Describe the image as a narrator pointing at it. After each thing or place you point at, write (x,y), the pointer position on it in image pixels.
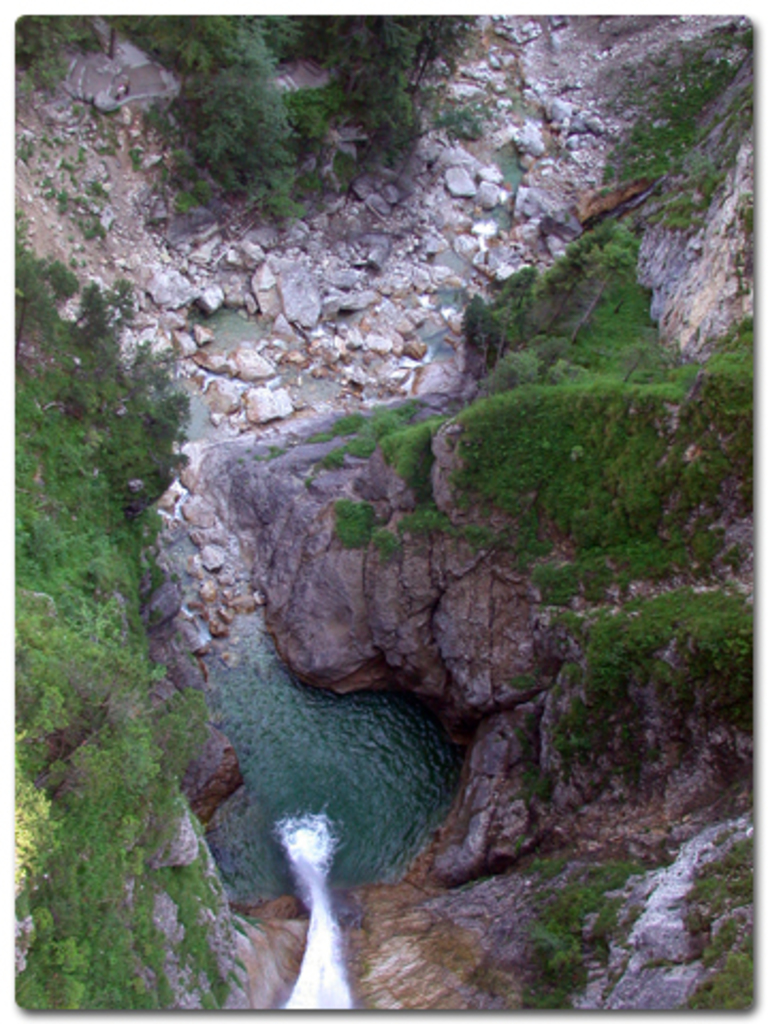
In this image we can see rocks (483,600), stones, plants (60,509) and a waterfall (310,817).
